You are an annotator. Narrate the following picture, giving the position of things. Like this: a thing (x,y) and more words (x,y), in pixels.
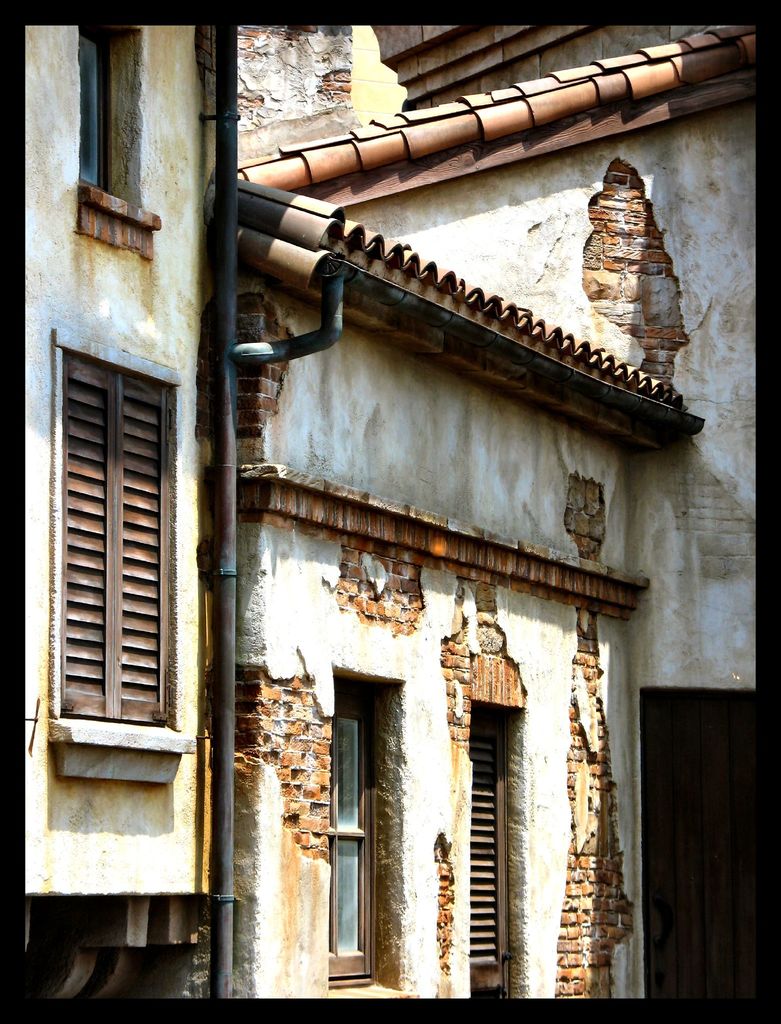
This image consists of a building (333,251) along with the windows (125,521). And we can see the roof (549,106) made up of tiles (331,150).
